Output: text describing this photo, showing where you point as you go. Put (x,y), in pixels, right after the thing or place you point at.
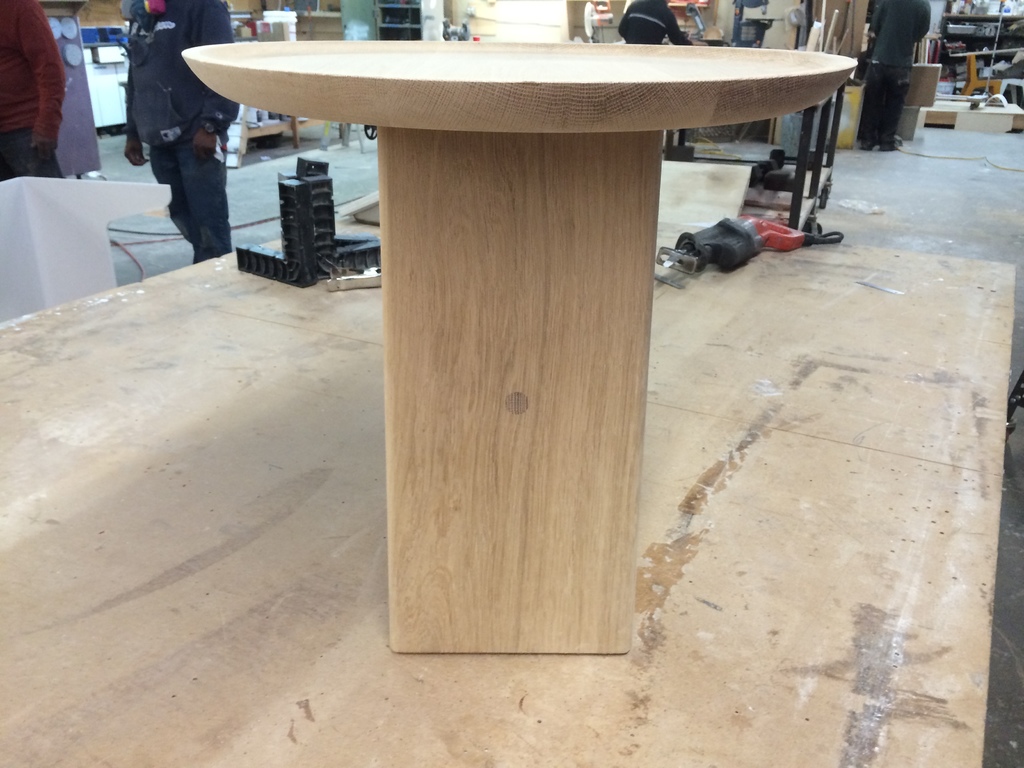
In this picture there is a wooden object (432,388) placed on a table (802,381) and there are some machinery stuff (677,252). In the backdrop (1,73) there are persons (635,7) standing and some wooden planks (846,27).
